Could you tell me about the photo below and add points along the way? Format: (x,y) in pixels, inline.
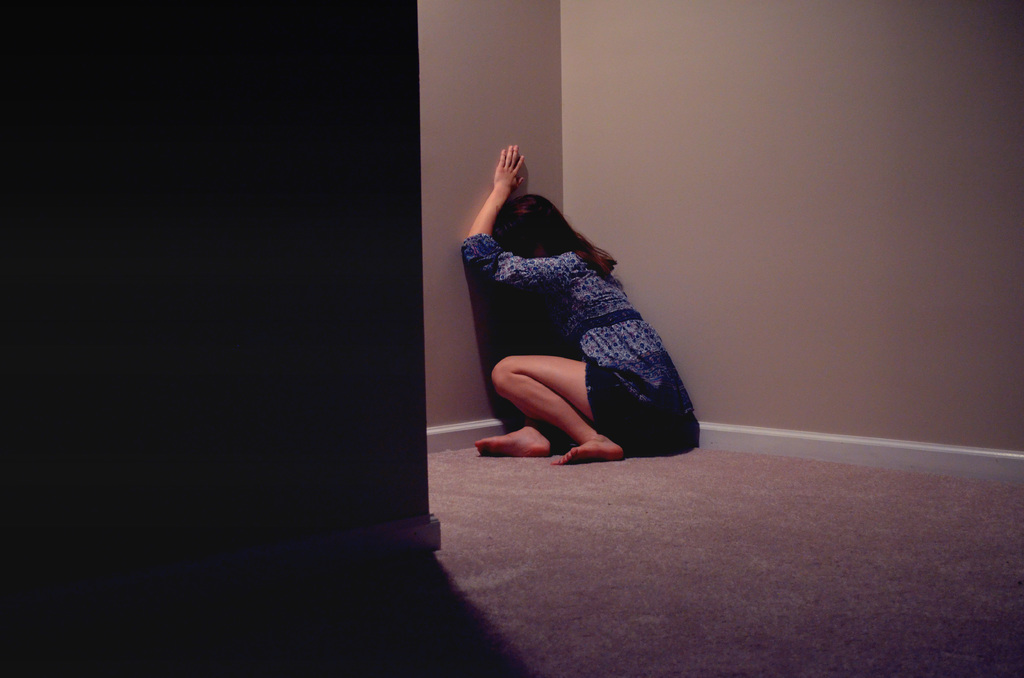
In this picture I can see a woman (593,369) seated on the floor (617,499) and I can see carpet (627,563) on the floor (615,657) and I can see walls (536,86).
